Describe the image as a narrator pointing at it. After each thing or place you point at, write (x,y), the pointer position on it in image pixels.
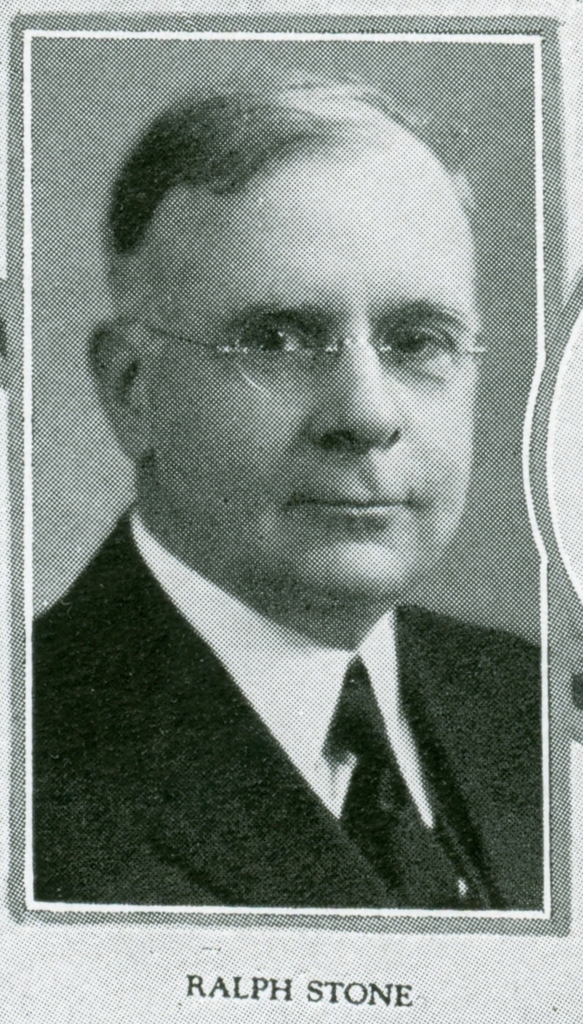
In this picture I can see the photo (325,521) of a person (346,542). I can see text (394,995) on it.
